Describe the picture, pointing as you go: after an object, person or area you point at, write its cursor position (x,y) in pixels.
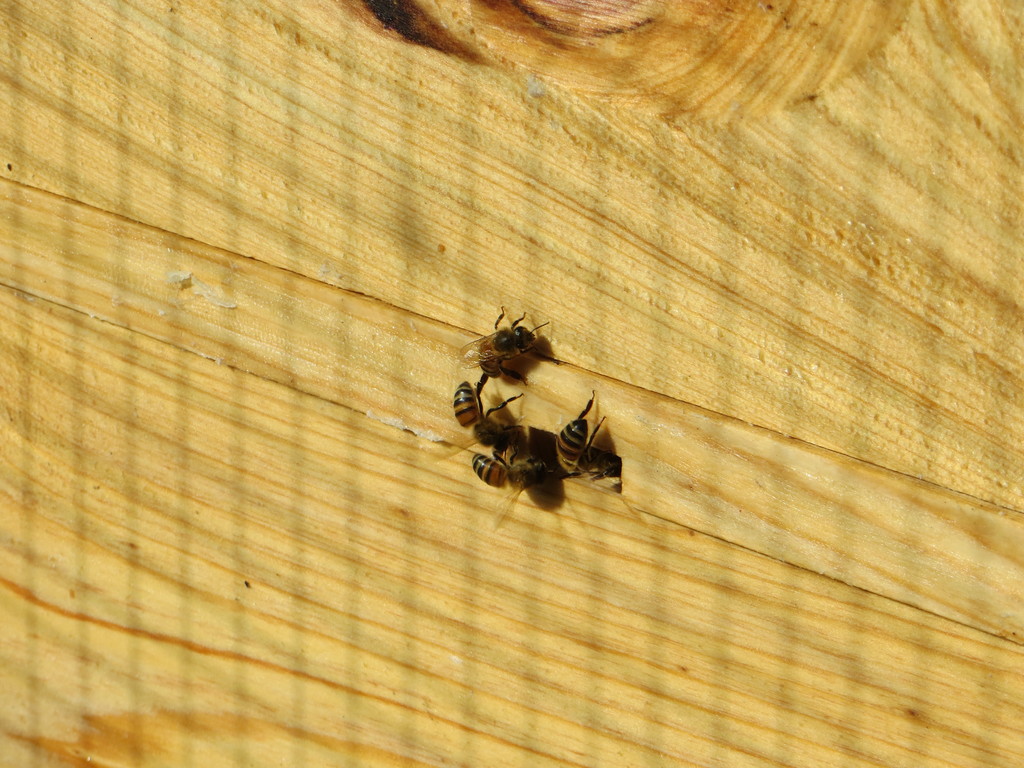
In this image, we can see honey bees (510,433) on the wooden object (518,420).
